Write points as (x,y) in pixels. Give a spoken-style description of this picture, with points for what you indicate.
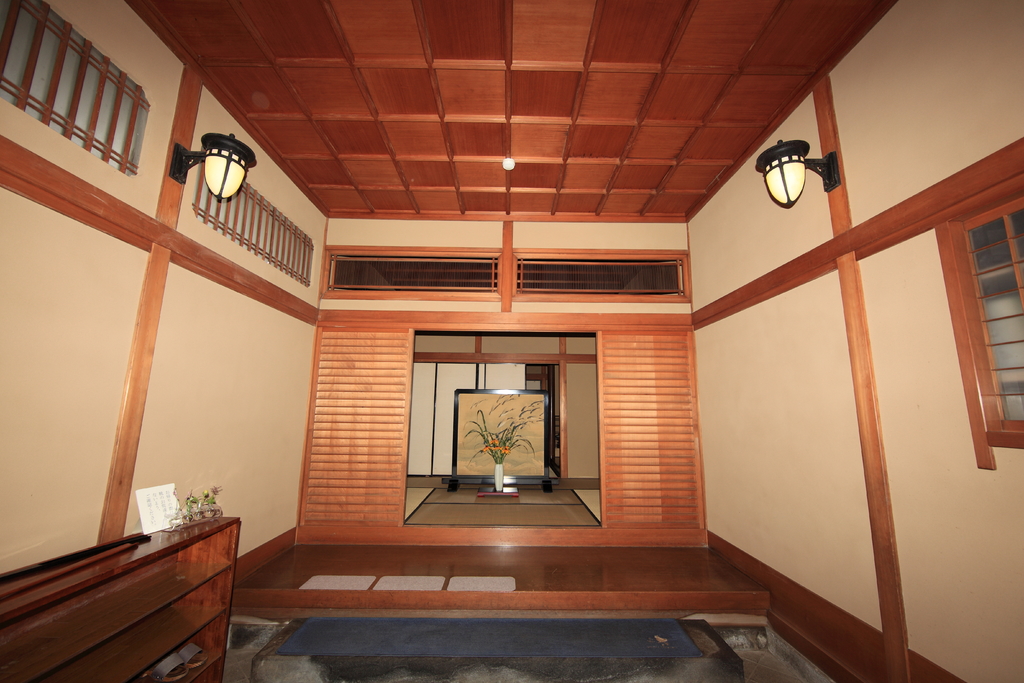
In the foreground of this image (755,581), at the bottom (511,664), there is a stair (380,667). On the left (161,562), there is a wooden object (161,562). On which there are few objects (165,517). On either side, there are lamps (228,177) on the walls (184,225). In the background (574,315), there is a wooden wall entrance (400,448), a flower vase (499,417), wall (503,386), a board (475,478) like an object (468,402) and the floor (490,518).
